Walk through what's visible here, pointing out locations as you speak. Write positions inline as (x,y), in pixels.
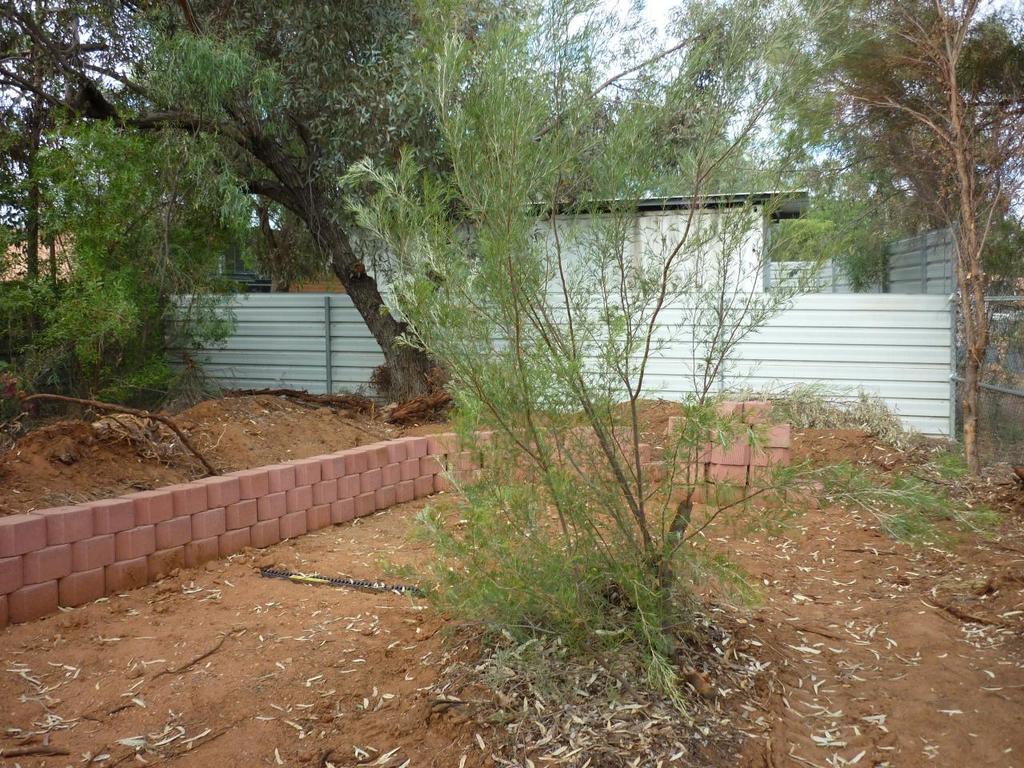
In this image we can see some plants (507,572), a wall (374,502) with bricks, a metal fence (987,440), a building (650,270), a group of trees (806,177) and the sky (753,156) which looks cloudy.
